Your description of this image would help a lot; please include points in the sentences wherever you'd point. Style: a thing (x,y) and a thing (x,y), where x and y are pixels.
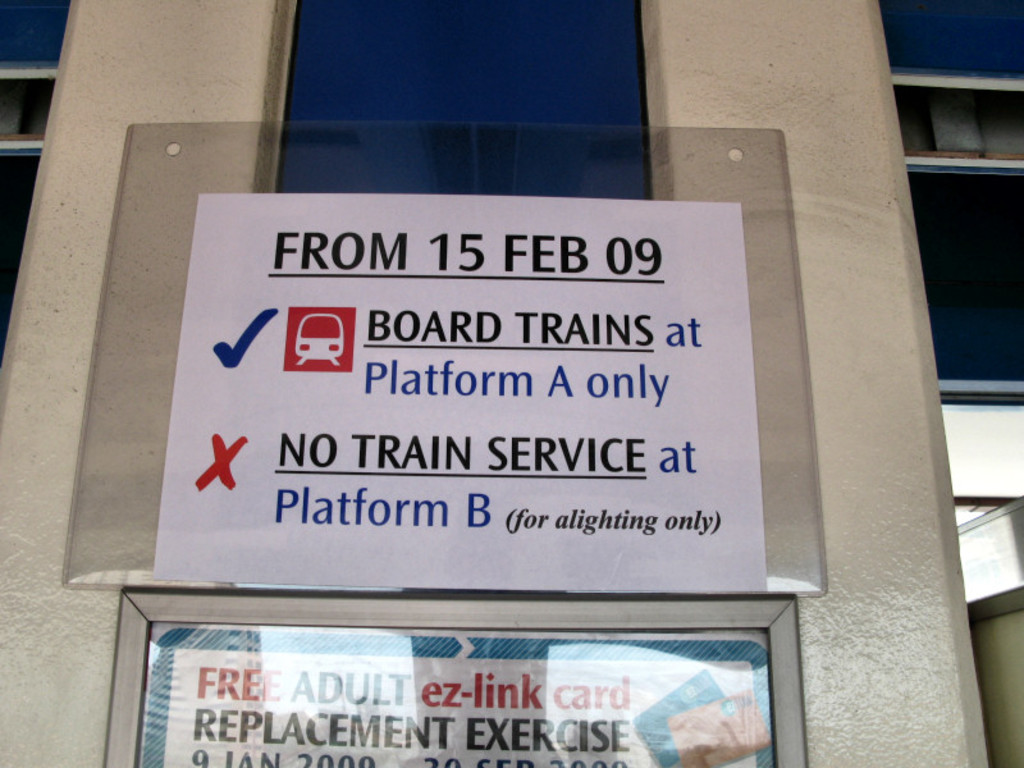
In this image in the center (607,474) there are some posters (606,554) which are stick to the wall (906,585), and in the background (965,278) there is a building (66,221). On the poster (474,548) there is some text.
